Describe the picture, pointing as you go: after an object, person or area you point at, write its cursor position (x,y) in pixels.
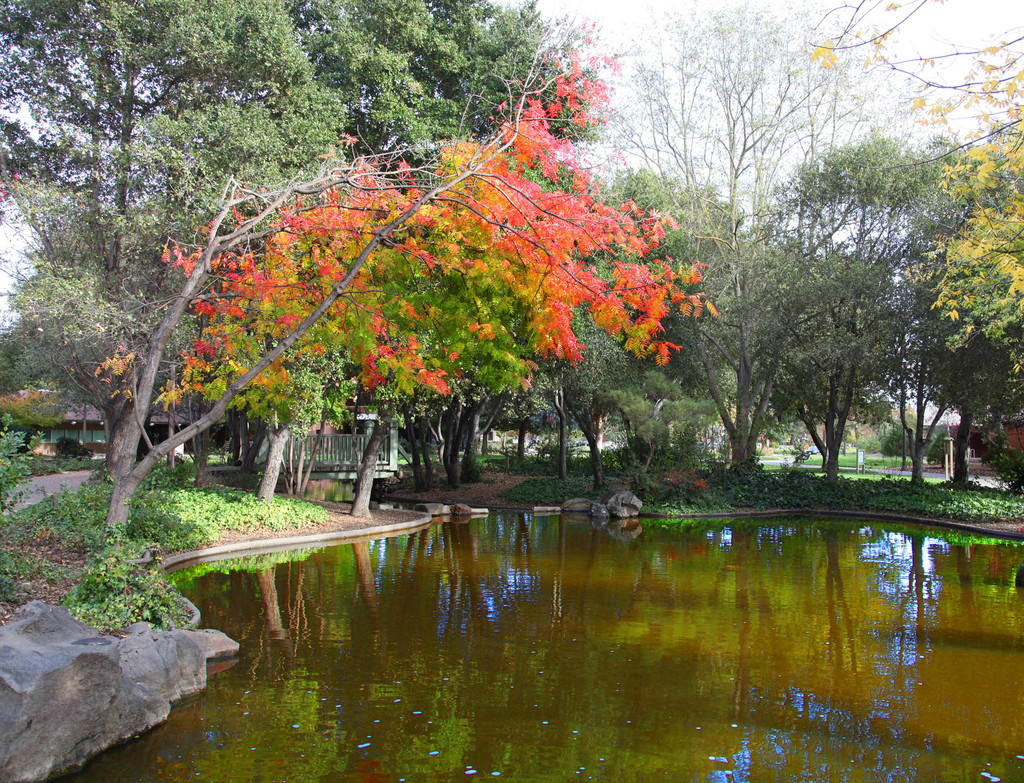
In this image we can see a lake (268,661), stones (117,698), grass (172,541), trees (424,425), shed (80,409), wooden grills (387,471), buildings (985,449) and sky (646,136).
